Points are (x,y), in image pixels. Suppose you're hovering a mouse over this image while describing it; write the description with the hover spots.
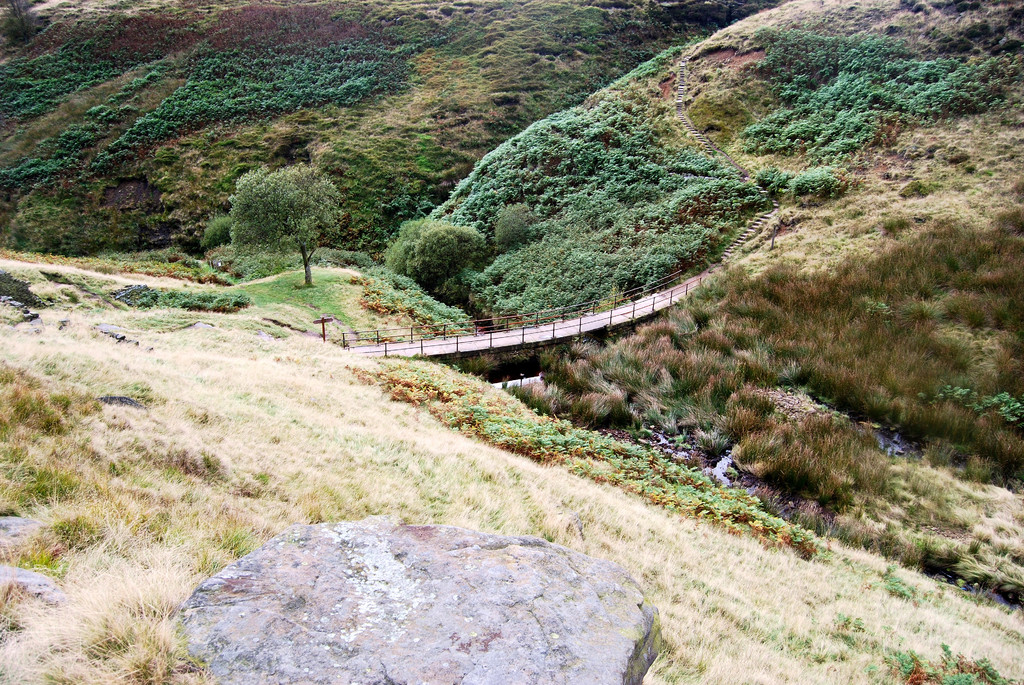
In this picture we can see few rocks (280,534), trees (275,198) and a bridge (569,335).
